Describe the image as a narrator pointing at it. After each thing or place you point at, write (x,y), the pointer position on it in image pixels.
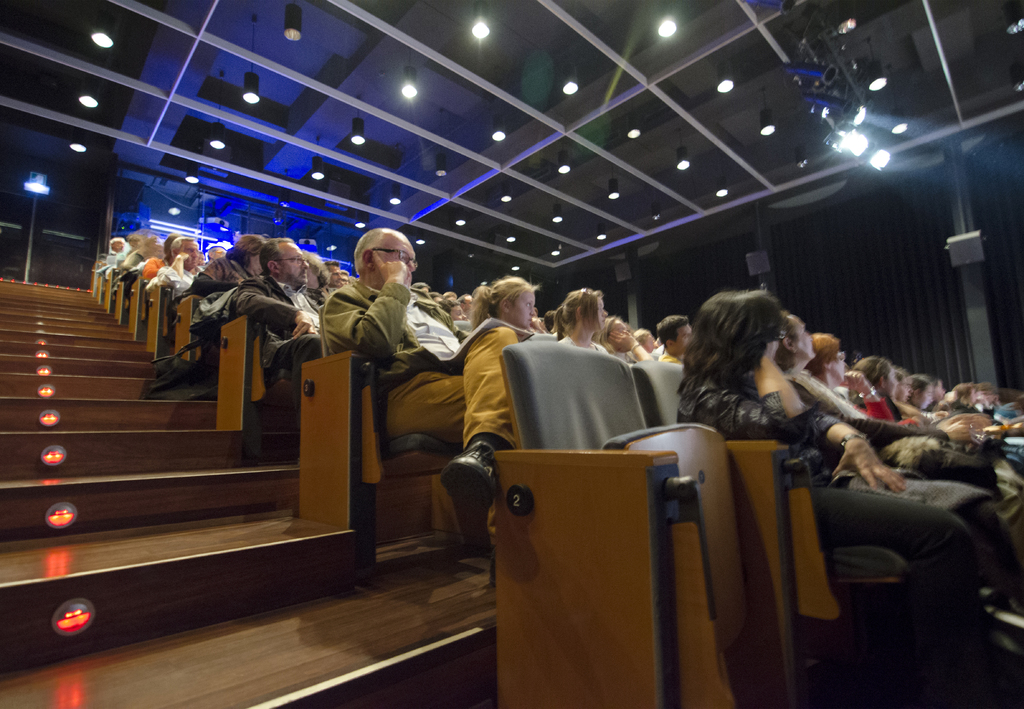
In this picture I can see group of people (804,396) are sitting on chairs (551,420). On the left side (116,512) I can see steps (129,487), lights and a door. On the right side (765,125) I can see lights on the ceiling (517,59) and a wall (936,288).
